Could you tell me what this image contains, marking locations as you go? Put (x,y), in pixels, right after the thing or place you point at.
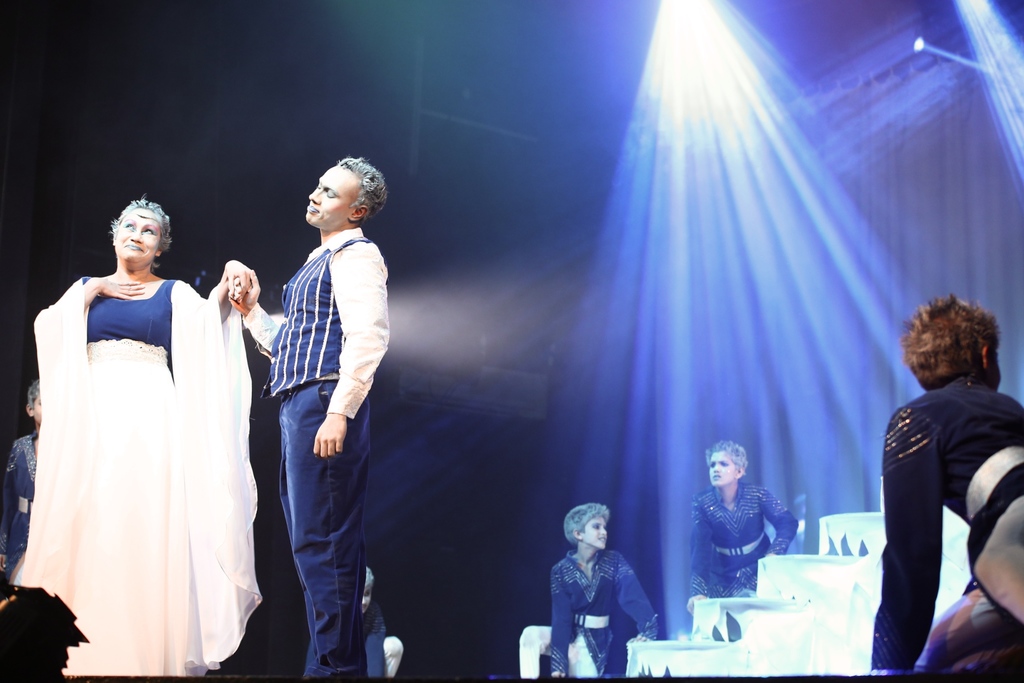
There are two persons (245,407) standing on the left side (249,416) is dancing and there are some persons (622,590) in the background (605,559). There are some lights (679,99) arranged at the top of this image (661,90).
